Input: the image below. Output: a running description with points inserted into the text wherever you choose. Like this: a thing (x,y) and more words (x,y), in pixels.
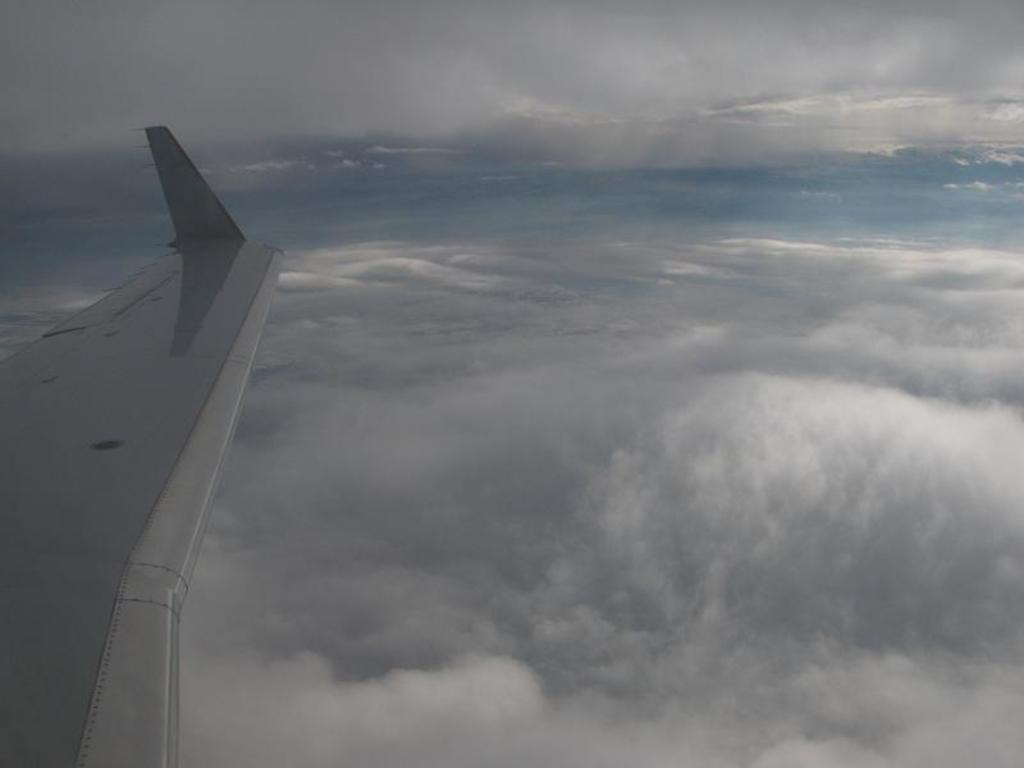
In this image there is an airplane (215,340) in the air (265,504). In the background of the image (485,422) there are clouds (498,143) in the sky (626,174).
